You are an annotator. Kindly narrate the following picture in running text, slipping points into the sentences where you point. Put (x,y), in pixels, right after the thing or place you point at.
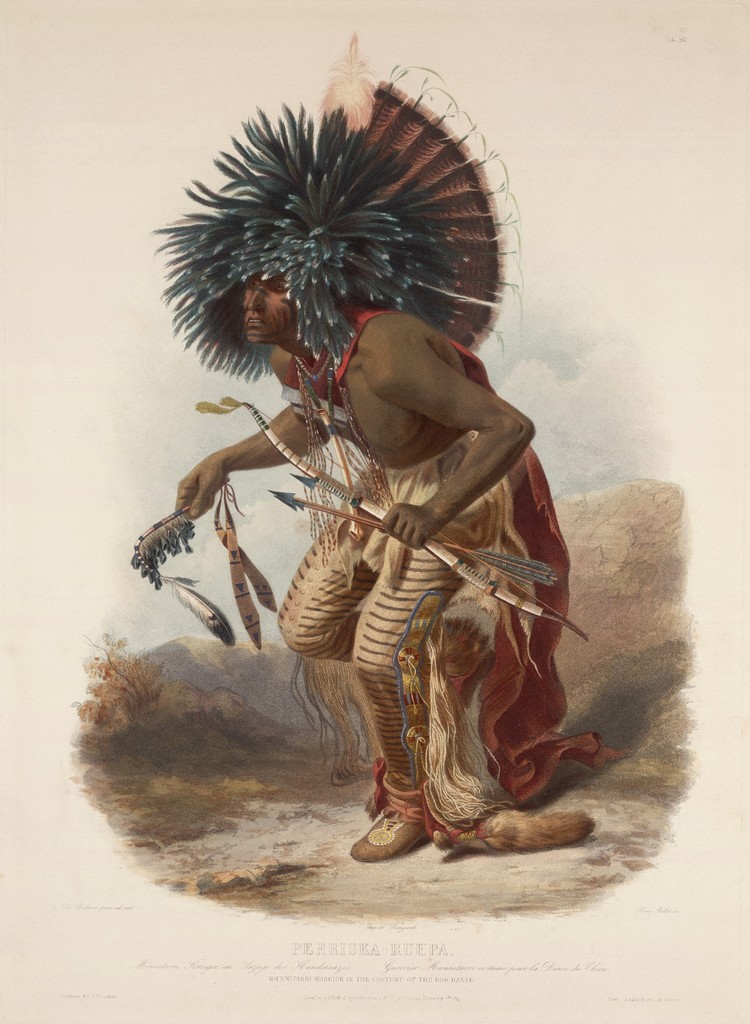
This is the picture of the painting (410,530). In this picture, we see a man (383,423) is standing and he is holding a bow (258,419) and arrows (462,549) in his hand (412,545). Behind him, we see hills (209,666) and trees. In the background (86,125), it is white in color and this might be a paper (456,67).
